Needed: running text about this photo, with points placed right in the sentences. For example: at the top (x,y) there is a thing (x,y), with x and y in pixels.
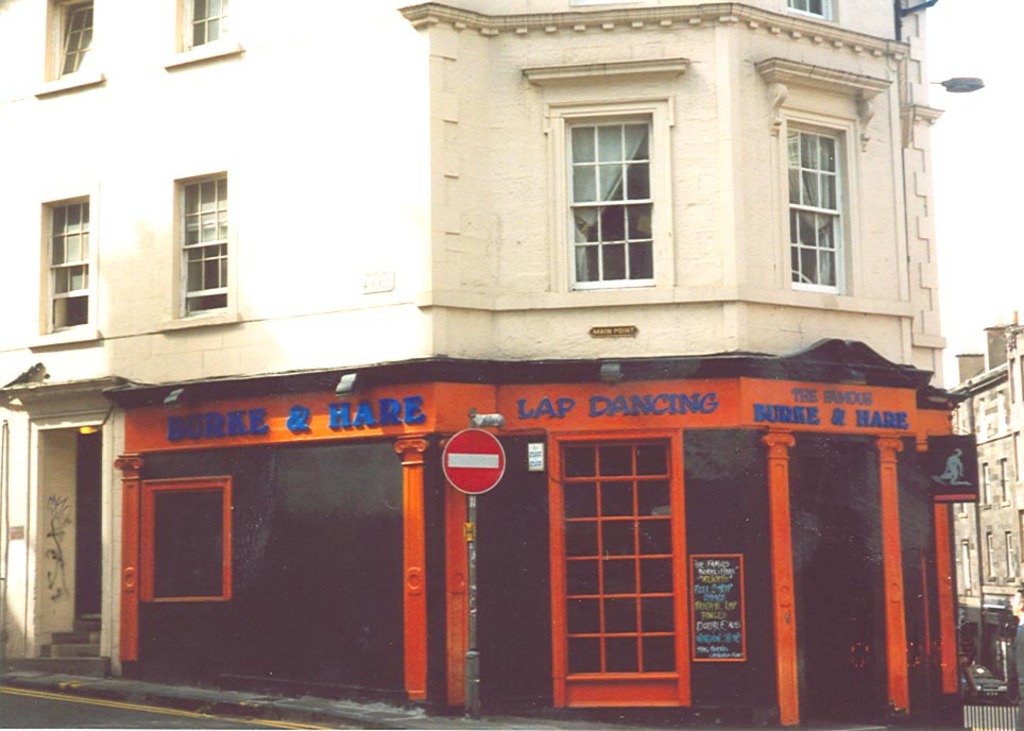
In this image there is a building (599,54) for that building (179,250) there are windows (77,48) and doors (577,590), on that building (348,527) there is some text (674,403).
